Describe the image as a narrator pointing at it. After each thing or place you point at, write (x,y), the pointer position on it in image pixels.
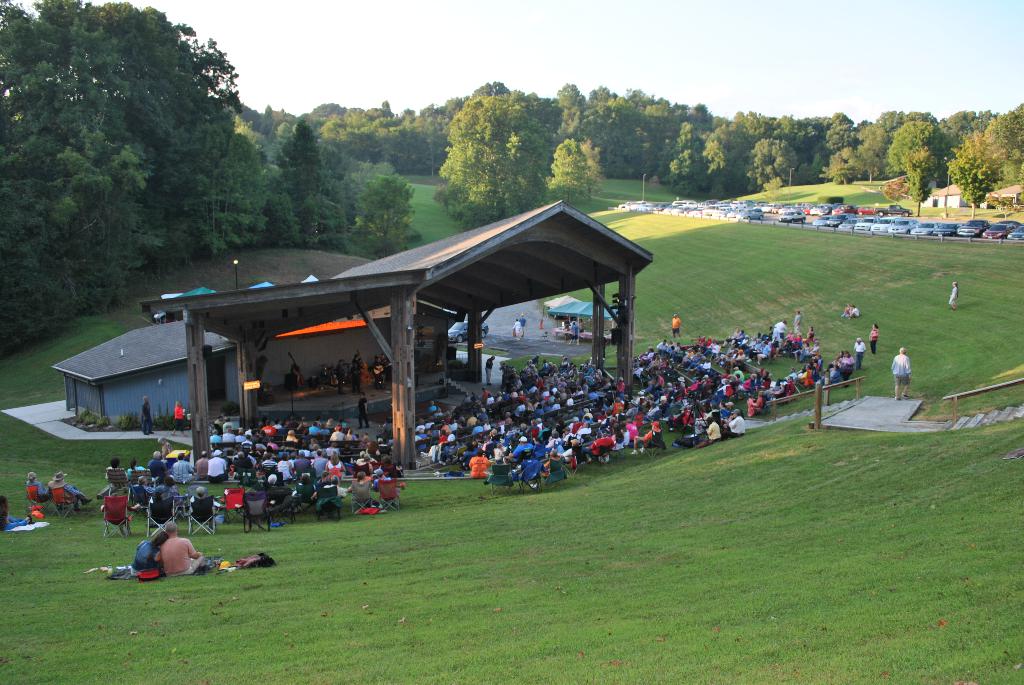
This picture is clicked outside. In the foreground (529,574) we can see the green grass (275,551) and group of persons (177,554) sitting on the ground (675,461) and we can see the group of persons (365,462) sitting on the chairs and we can see a shed (440,287) and some houses (159,340) and we can see the vehicles (889,226), trees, group of persons (898,375) and many other objects (303,332). In the background (789,40) we can see the sky (701,53) and we can see the tents (568,311).
